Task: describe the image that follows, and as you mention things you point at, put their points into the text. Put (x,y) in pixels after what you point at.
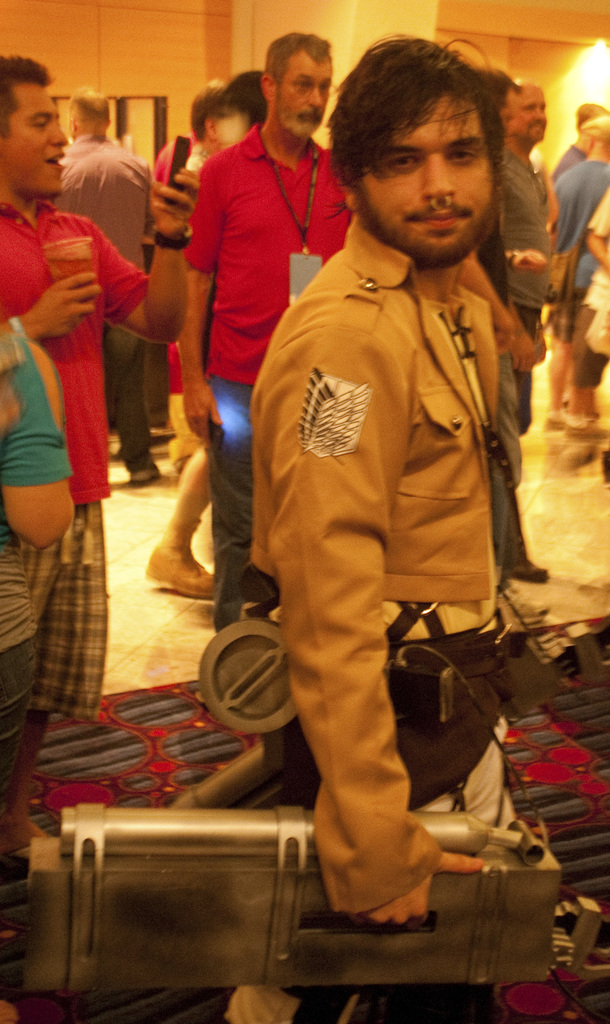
Here in this picture we can see number of people (299,367) standing on the floor (161,732) and the person (374,534) in the front (358,636) is holding something in his hand (384,914) and we can see his nose (444,197) is pierced and he is wearing a jacket (361,406) on him over there.
